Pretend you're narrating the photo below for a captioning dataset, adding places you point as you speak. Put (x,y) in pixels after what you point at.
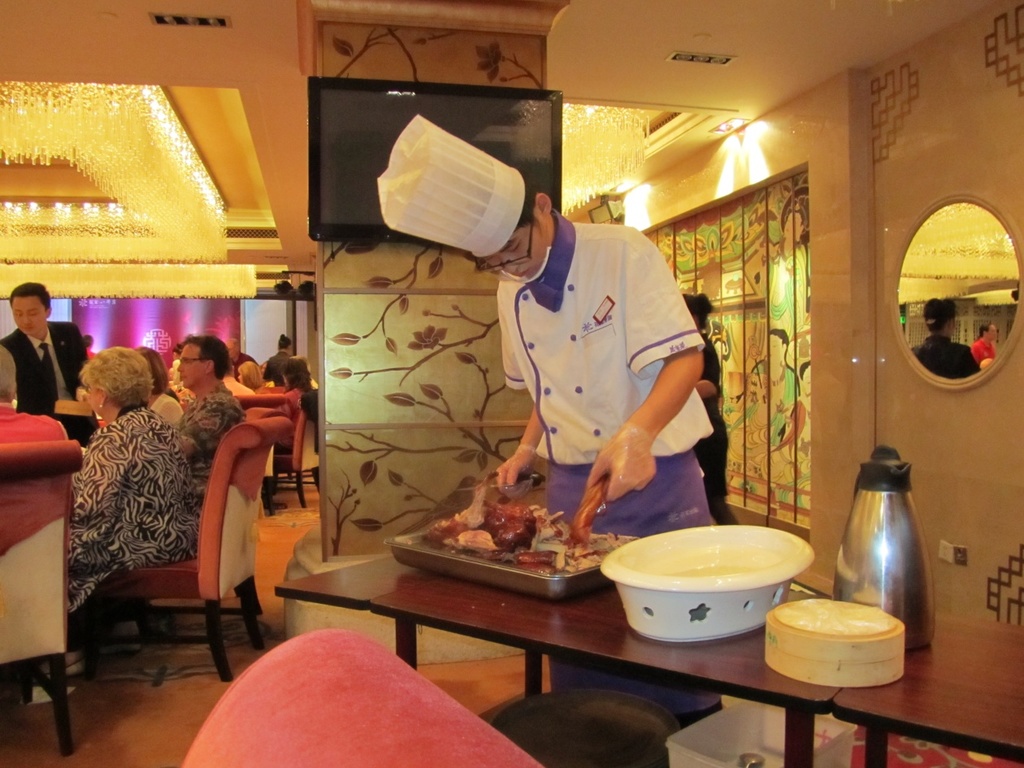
A man (522,361) is wearing cooking cap (453,177), specs (509,264) and a gloves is holding a food item (591,514). In front of him there is a table (932,684). On the table (973,671) there is a flask (861,505), bowl (735,584) and a tray (584,572). Behind him there is a wall (853,297) with a mirror (953,300). Also there is a pillar (334,289). On the pillar (353,349) there is a TV (358,144). On the left (170,372) people (166,422) are sitting on chair (230,465). On the ceiling (251,137) there are lights (112,216).
